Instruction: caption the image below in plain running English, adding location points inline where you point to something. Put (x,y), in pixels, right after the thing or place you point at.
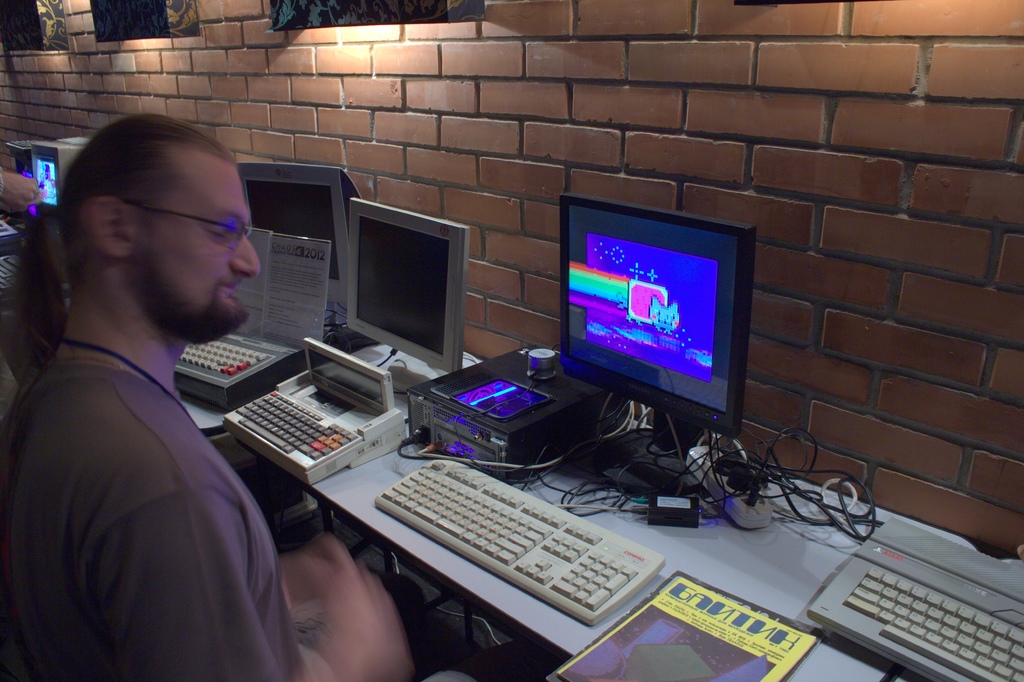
In this picture there is a man (179,145) sitting and we can see monitors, keyboards (607,553), cables (553,466) and objects (723,596) on tables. We can see objects (173,36) on the wall (10,137).
